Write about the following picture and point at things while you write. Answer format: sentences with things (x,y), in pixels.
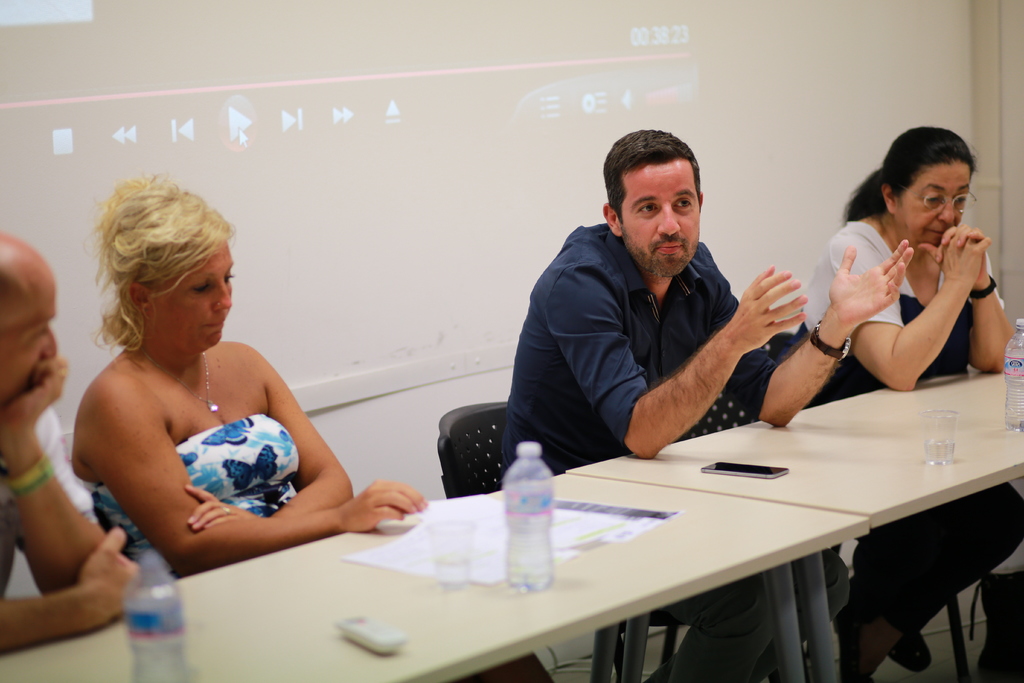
In this image In the middle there is a table (728,513) on that there is mobile (747,468), glass (953,423), bottle (536,540), remote (354,620) and papers (572,537). On the right (950,280) there is a woman (927,219) her hair (910,172) is tied back she is sitting. In the middle (638,415) there is a man (586,306) he wears blue shirt (616,354) and trouser (727,632). On the left (199,428) there are two people (167,478) sitting. In the background (860,90) there is a screen (367,69) and wall (892,71).
